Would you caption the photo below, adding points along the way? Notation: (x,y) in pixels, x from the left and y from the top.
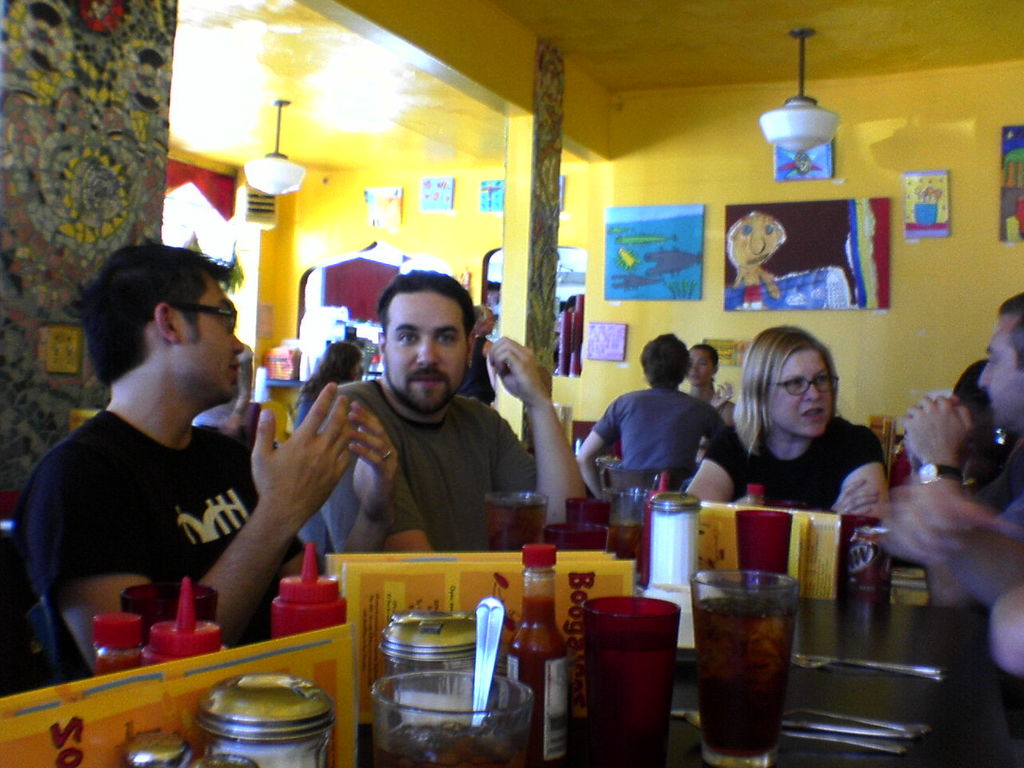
In this image we can see a group of people (506,484) sitting beside a table (839,682) containing some boards (562,567), glasses (698,661), spoons (857,728), a tin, knives (889,745) and some objects (547,739) on it. We can also see pillars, some people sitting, a window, frames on a wall (919,373) and a roof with some ceiling lights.
